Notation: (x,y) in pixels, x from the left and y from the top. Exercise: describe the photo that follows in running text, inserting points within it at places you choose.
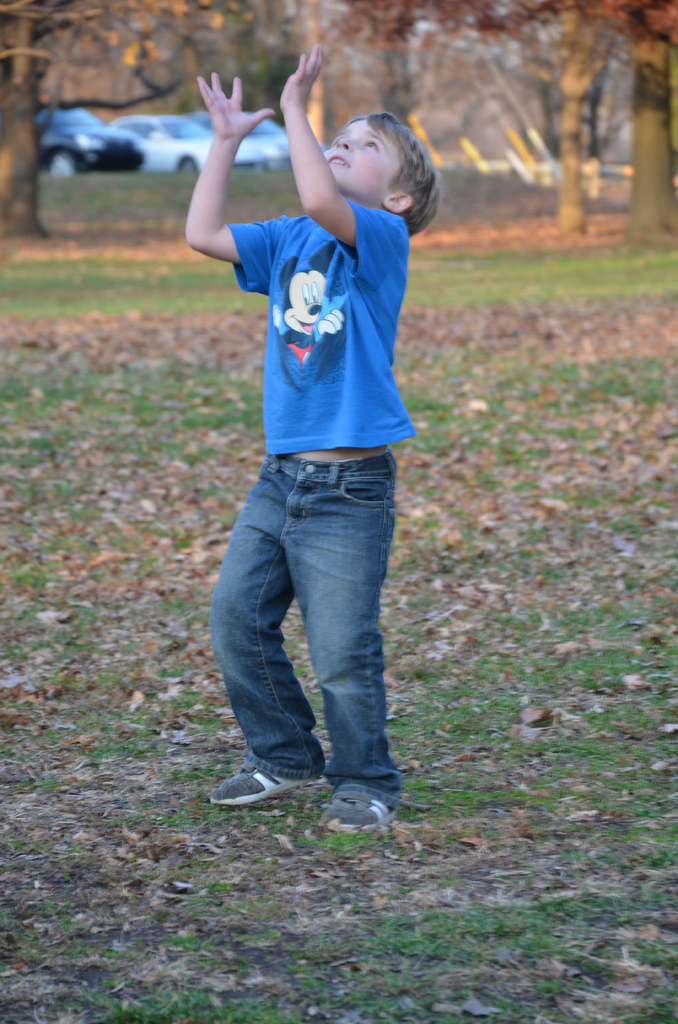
In this picture we can see a kid (312,343) standing, at the bottom (507,895) there is grass (516,650) and some leaves (599,466), in the background (36,83) there are some trees (457,73) and cars (171,135).
